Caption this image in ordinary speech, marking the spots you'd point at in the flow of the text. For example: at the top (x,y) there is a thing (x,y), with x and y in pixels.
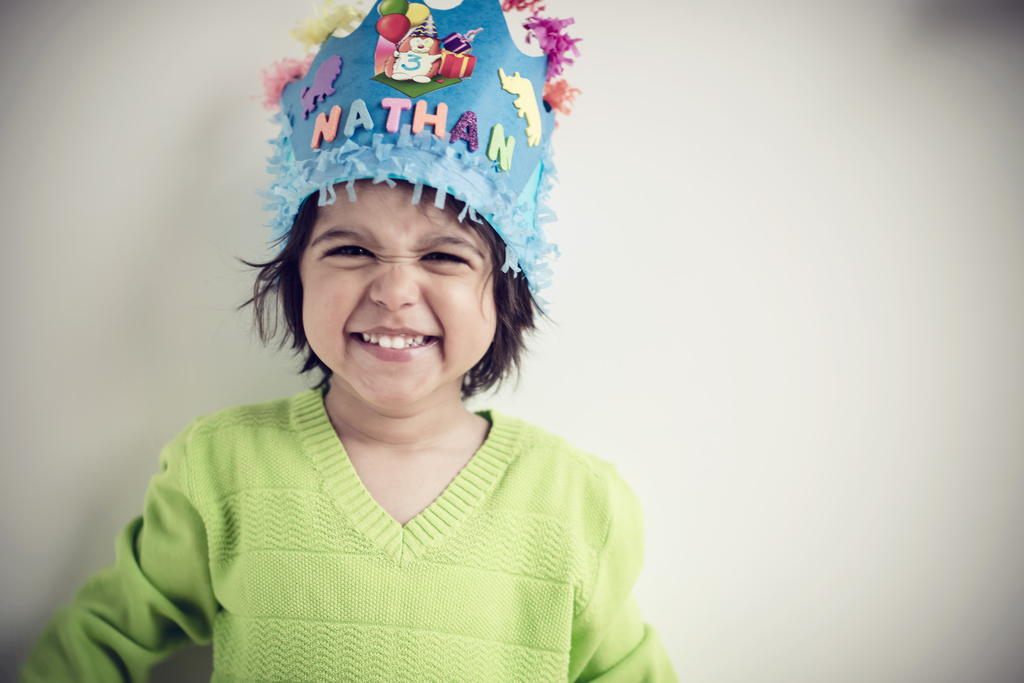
In this image there is a child (397,398) standing, she is wearing a cap (358,159), there is text (428,119) on the cap (451,108), at the background of the image (723,390) there is the wall (558,194).
